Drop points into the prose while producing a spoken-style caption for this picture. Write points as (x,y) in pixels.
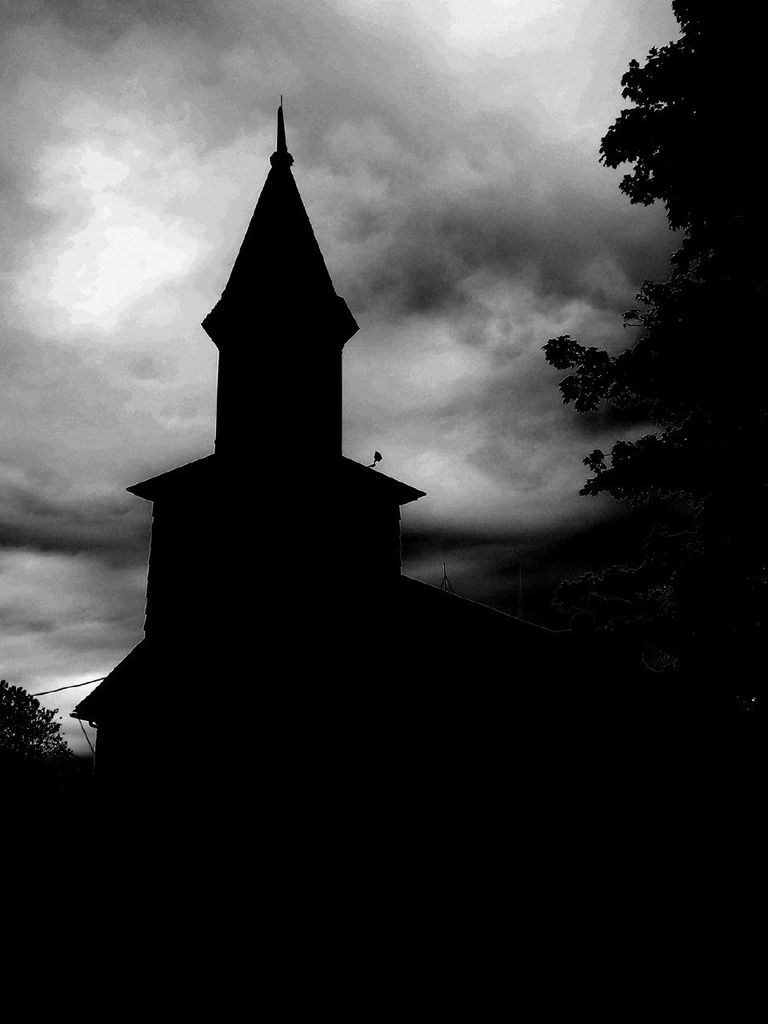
These is a black and white image. In the center of the image (423,494) there is a building (207,499). To the right side of the image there is a tree (699,1).
